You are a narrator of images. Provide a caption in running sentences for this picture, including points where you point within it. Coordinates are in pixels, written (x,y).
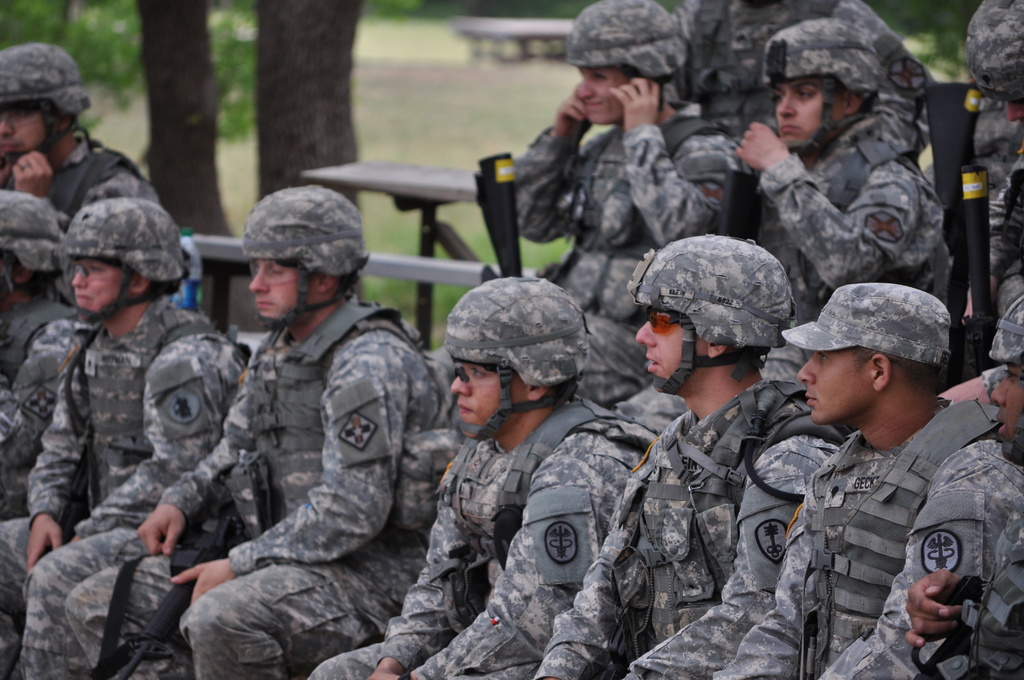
In this image there are people (513,396) sitting on the benches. They are wearing jackets (313,428), helmets (327,237) and holding guns (86,491) in their hands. They seem to be soldiers (597,359). Behind them there are benches (431,258), trees (288,103) and grass (431,153) on the ground (376,40).
